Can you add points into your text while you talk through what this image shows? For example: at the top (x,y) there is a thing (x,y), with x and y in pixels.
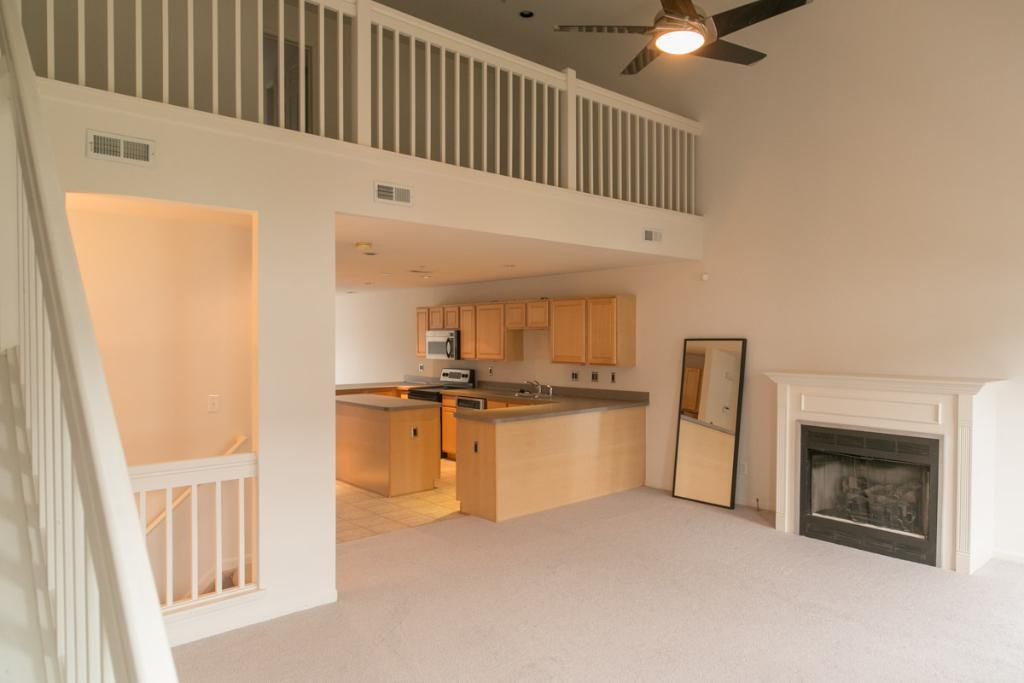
In this image I can see a mirror (728,339), counter tops (561,398), few cupboards (470,324), a microwave (454,338), few water taps (532,385), railings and I can also see a ceiling fan (714,53) over here.
